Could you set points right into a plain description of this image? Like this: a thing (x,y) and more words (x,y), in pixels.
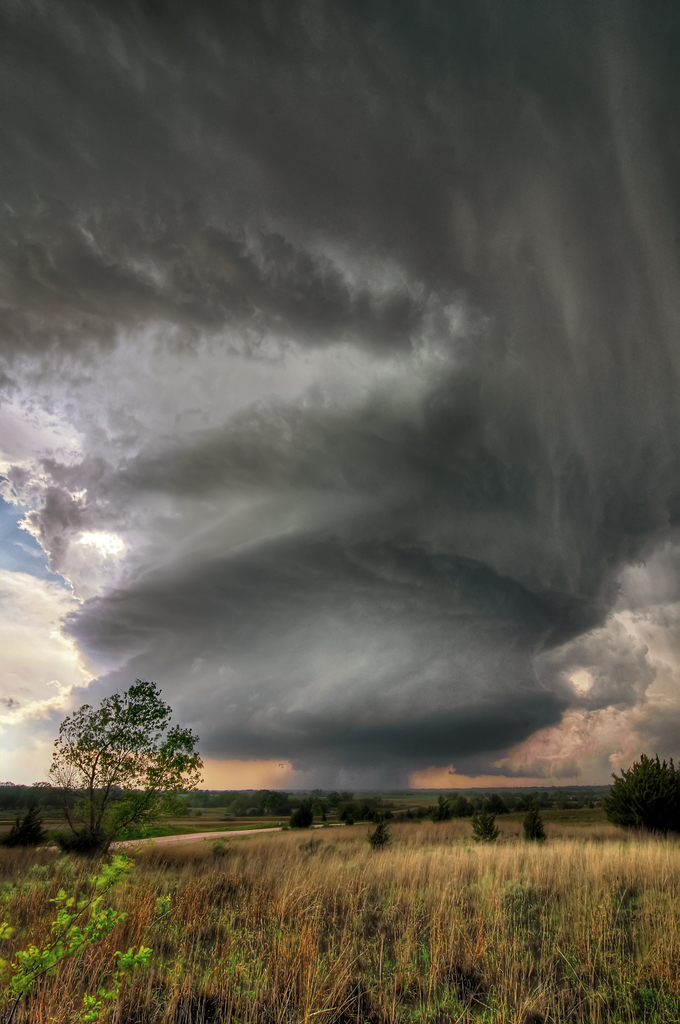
In the foreground (632,876) we can see the grass (574,869). In the background (343,820), we can see the trees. This is a sky (344,546) with clouds (448,430).
